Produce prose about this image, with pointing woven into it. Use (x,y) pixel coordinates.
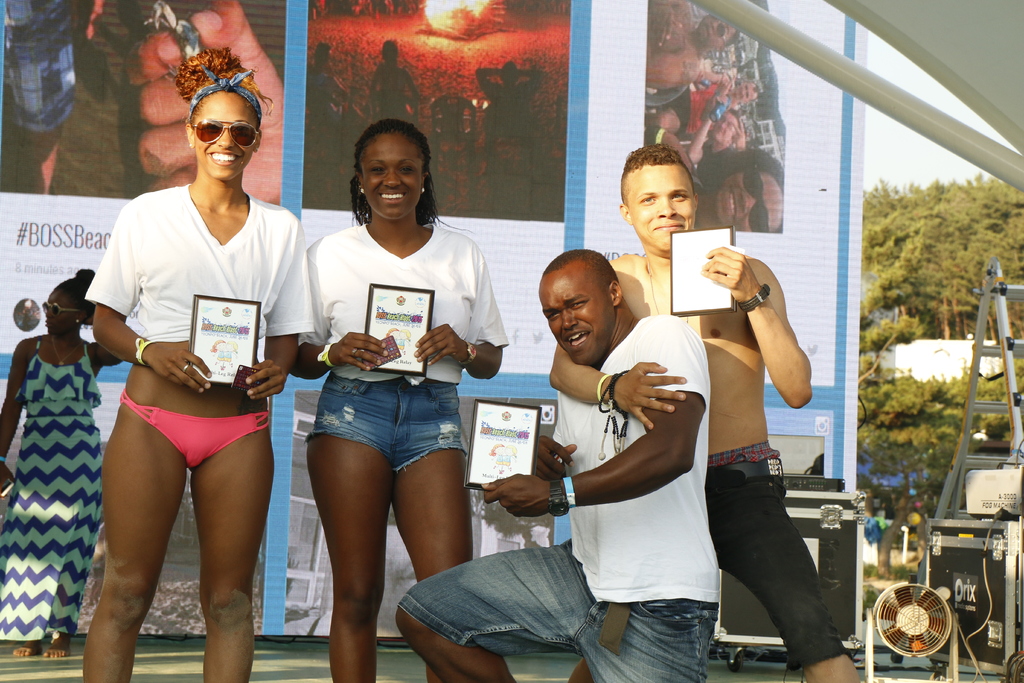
In this image I can see the group of people (421,452) with different color dresses (159,211). I can see two people (169,223) with the goggles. I can see few people (439,434) are holding the boards (525,451). In the background (552,408) I can see the banner (540,398). To the right (835,575) I can see some black color object (853,577), fan (920,602), metal rod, trees (925,255) and the sky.
